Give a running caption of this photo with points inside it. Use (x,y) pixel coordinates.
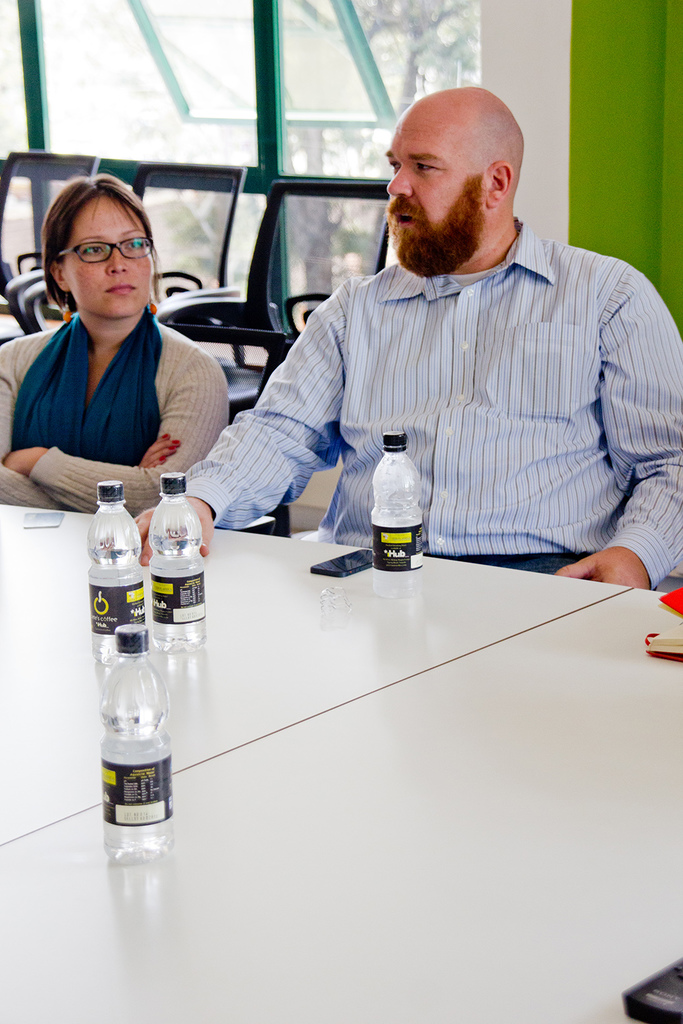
This picture shows two people (39,366) seated on the chairs (252,292) and we see few bottles (378,491) on the table (540,610) and we see a tree (424,3) from the window (317,154).
